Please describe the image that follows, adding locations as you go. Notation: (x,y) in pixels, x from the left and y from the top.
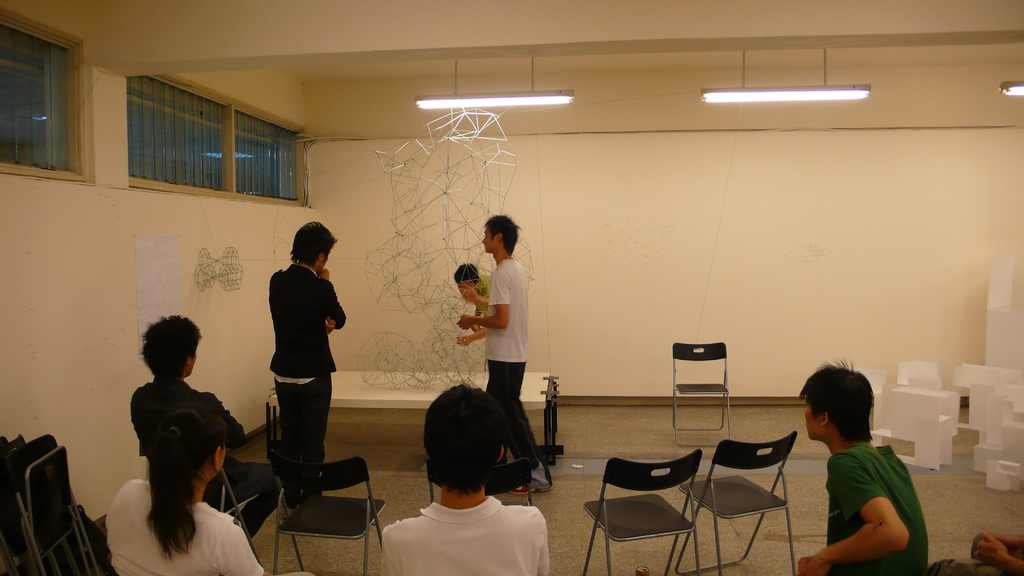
In this image I see 5 persons (471,418) sitting on the chair (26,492) and 3 persons (502,407) standing over here. I can also see there are 3 lights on the ceiling (443,64) and the wall (117,214) and a paper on it.
